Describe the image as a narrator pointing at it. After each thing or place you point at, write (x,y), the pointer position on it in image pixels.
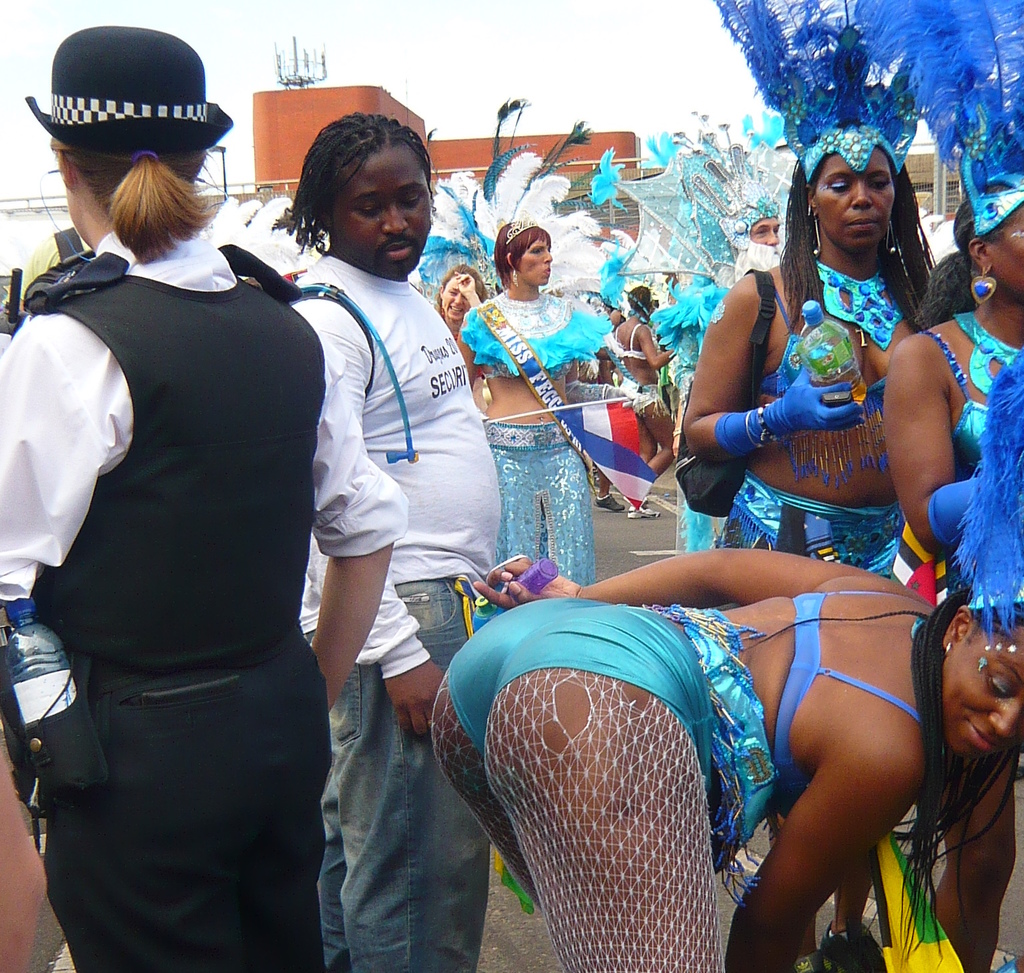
At the bottom of this image (766,905), there are persons (881,231), one of them is bending and smiling. In the background (357,38), there is a building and there are clouds (228,34) in the sky (415,34).
